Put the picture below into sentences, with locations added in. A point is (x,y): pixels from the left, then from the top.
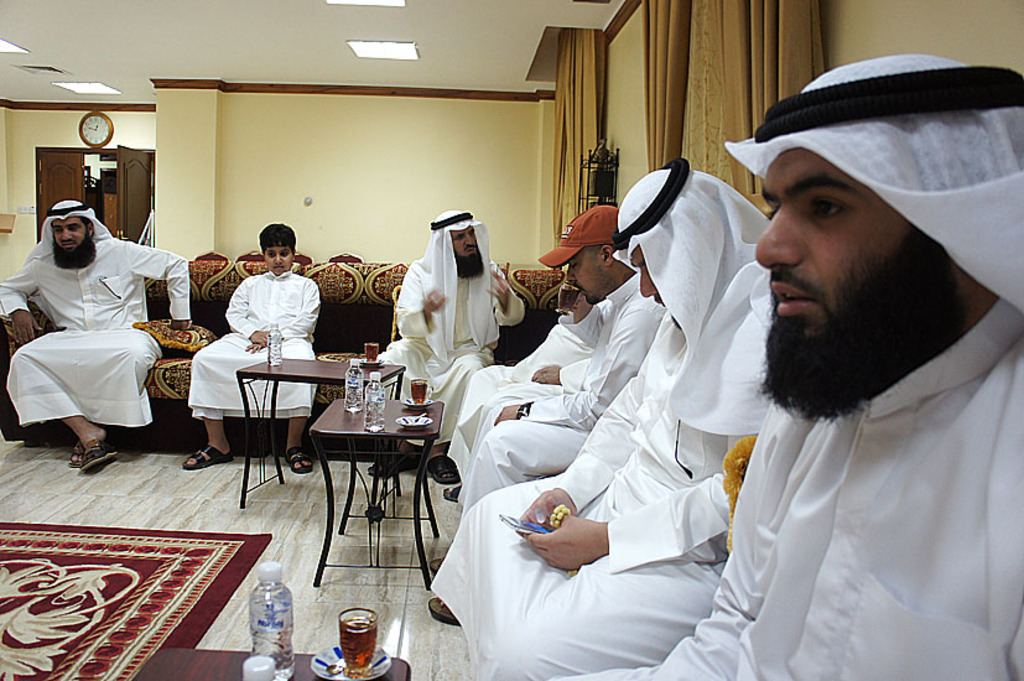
At the bottom of the image (66,527) I can see the carpet (120,576). On the right side of the image (722,329) I can see people (588,395) are sitting on the sofa (390,298). In the middle of the image (374,388) I can see table (343,437), bottles (351,375) and glasses (368,351). In the background (82,141), I can see the wall watch (96,138). At the top of the image (374,2) I can see the lights (96,86).
